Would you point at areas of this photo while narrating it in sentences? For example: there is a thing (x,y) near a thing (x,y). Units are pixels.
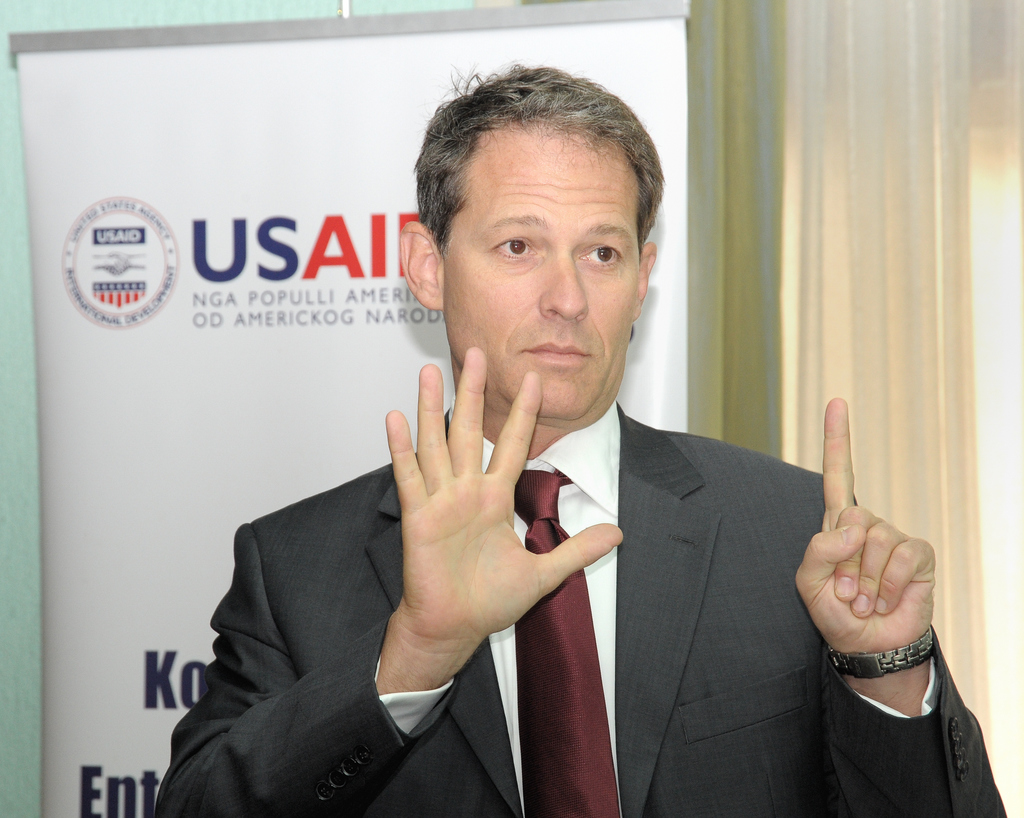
In the picture there is a man (663,605), he is wearing a blazer (693,757) and he is showing his six fingers (421,493) and behind the man (629,248) there is a banner (99,449) and behind the banner (115,451) there is a curtain (731,312).
